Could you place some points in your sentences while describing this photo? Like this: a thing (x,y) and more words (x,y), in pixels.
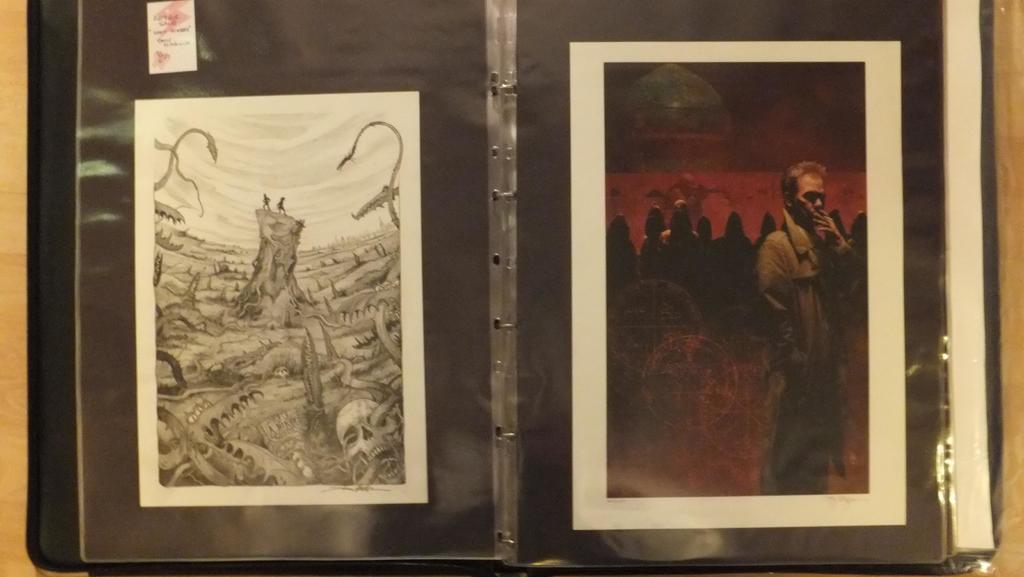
In the center of the image (680,356) we can see a file (472,447) on the table (5,212). In the file (247,42) we can see the posters (172,383).
